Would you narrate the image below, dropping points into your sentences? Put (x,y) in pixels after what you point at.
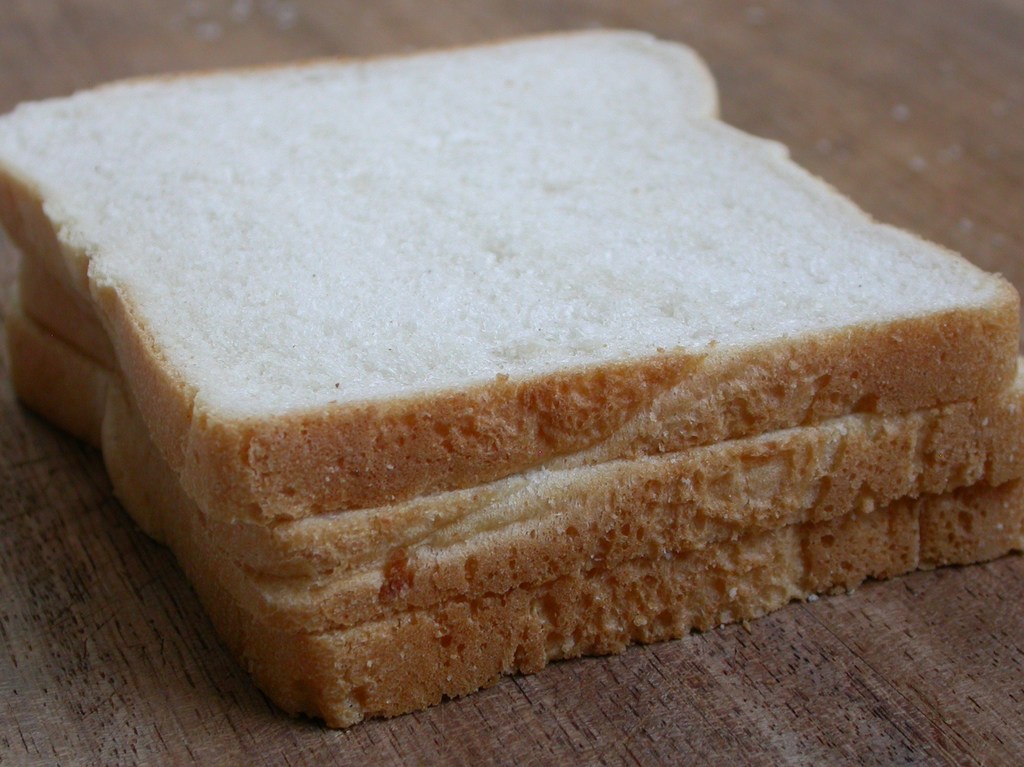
In this image there are bread slices (694,437) on the wooden table (923,113).
